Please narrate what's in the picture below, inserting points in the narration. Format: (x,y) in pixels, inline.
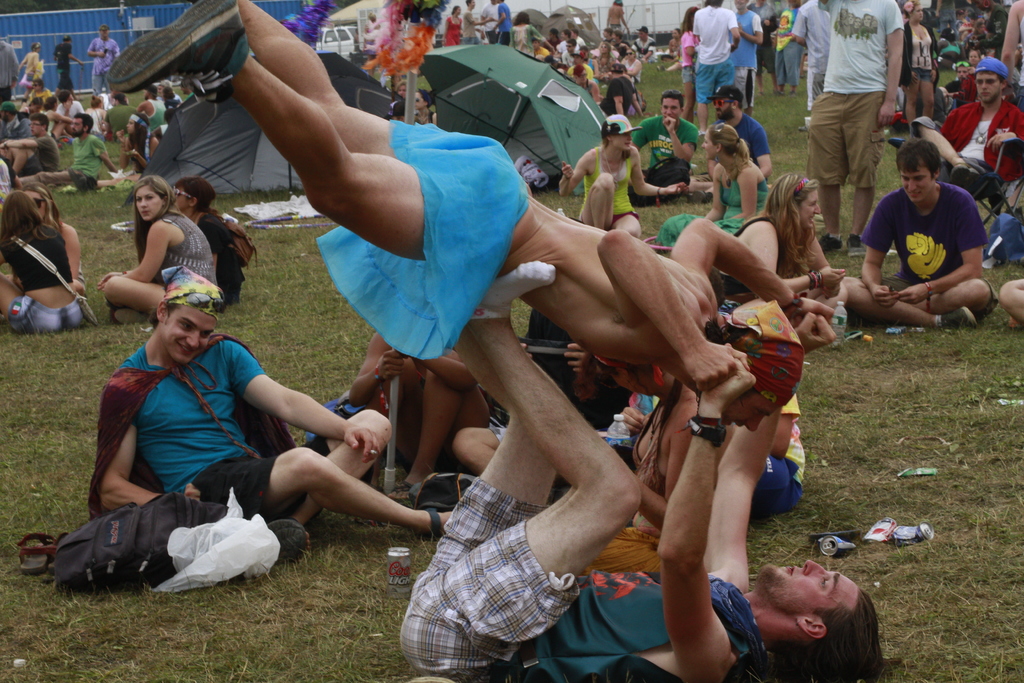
In the picture we can see a grass surface (935,501) on it, we can see a man (560,417) laying and holding a person (432,252) with legs (542,426) and hands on top of him and behind him we can see some people (211,216) are sitting in groups (13,193) and talking to each other and some people (835,116) are standing and talking and we can see a green color umbrella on the surface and in the background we can see a wall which is blue in color.
